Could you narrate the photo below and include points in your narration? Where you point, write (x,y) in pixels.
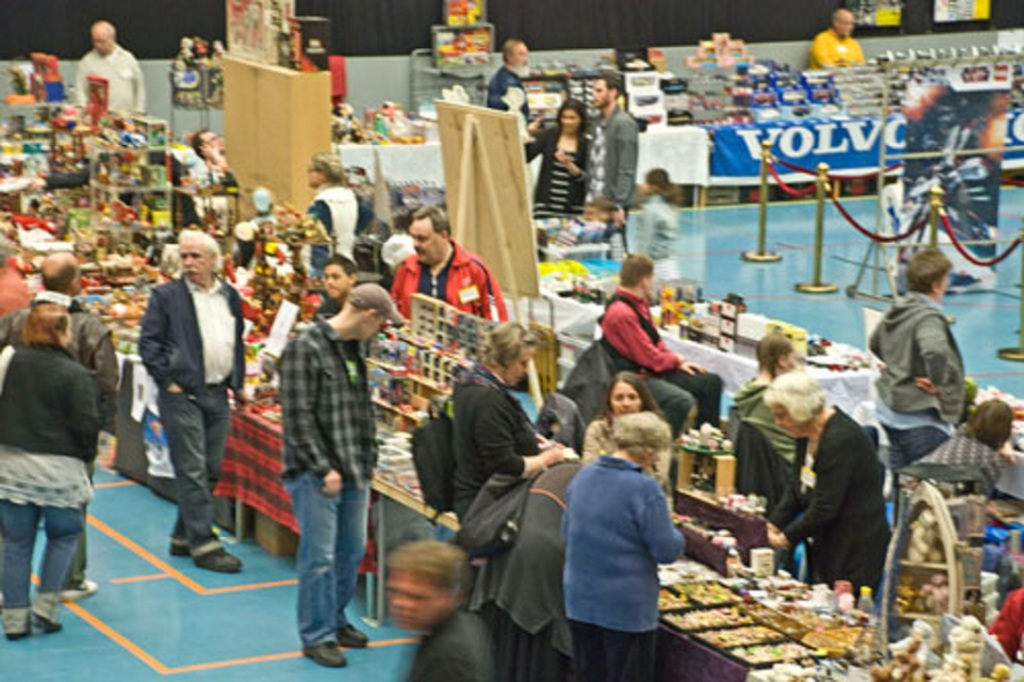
In this image few persons (295,449) are standing on the floor (227,596). There are few tables (719,355) on the floor (830,225). There are few objects (406,453) on the floor (707,246). Middle of image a board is attached to the stand (472,167). Beside there is a wardrobe (265,99) having few objects (291,30) on it. Right side (943,221) there is a fence (844,215). Behind there is a banner (948,161). Background (745,16) there is a wall (748,33).
